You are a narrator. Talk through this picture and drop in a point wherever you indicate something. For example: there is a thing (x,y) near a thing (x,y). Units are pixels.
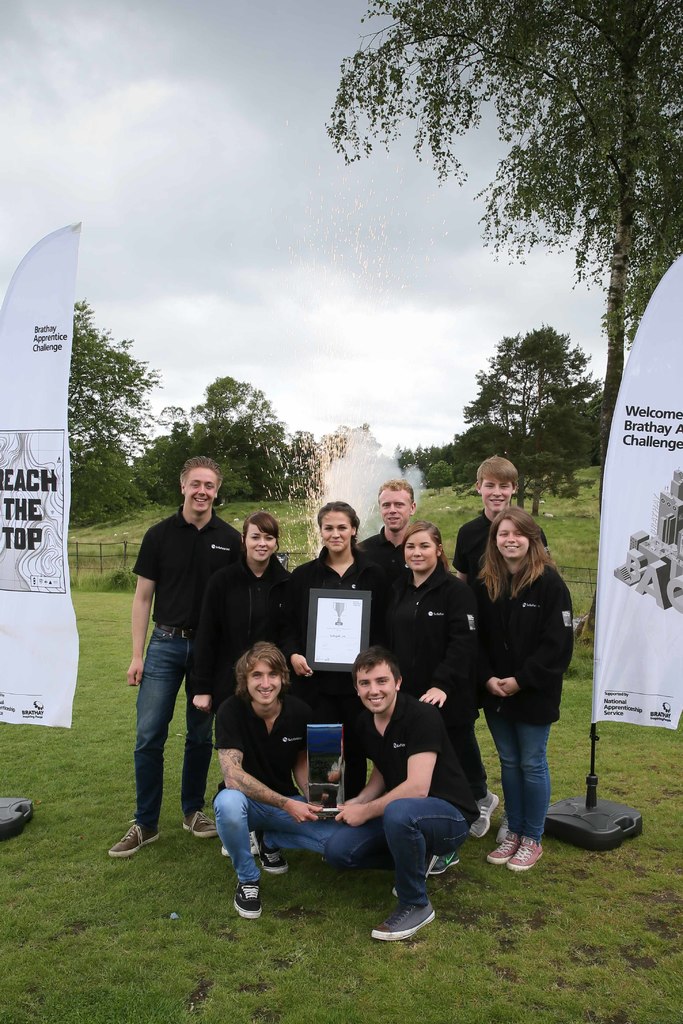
In the image we can see there are people (268,601) standing and they are holding trophies (328,795) in their hand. The ground (352,889) is covered with grass (230,930) and behind there are lot of trees (502,441).
